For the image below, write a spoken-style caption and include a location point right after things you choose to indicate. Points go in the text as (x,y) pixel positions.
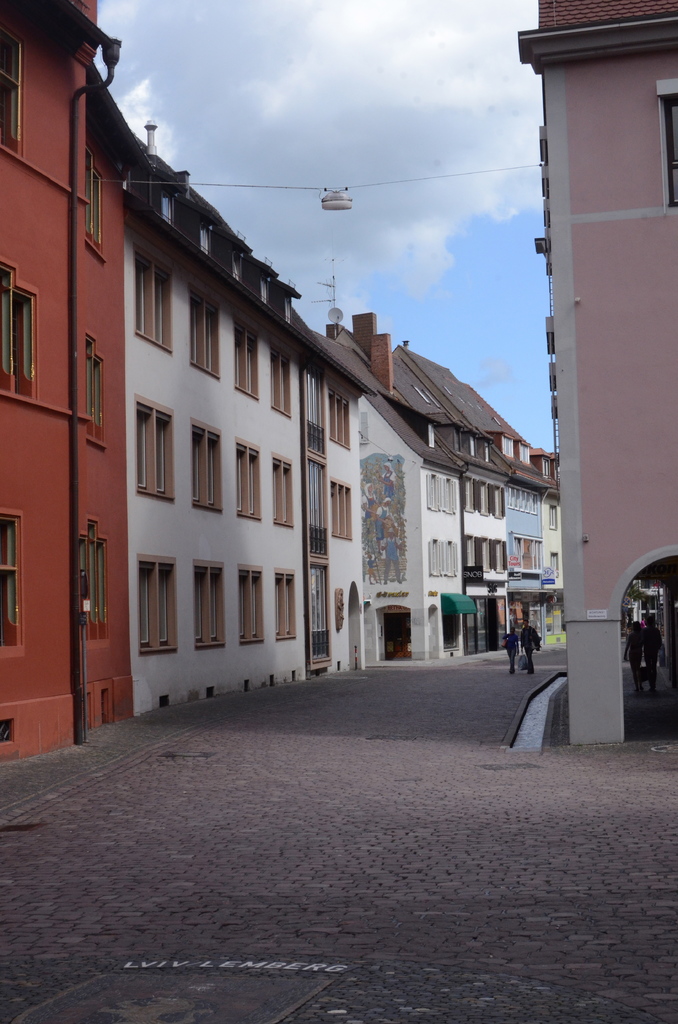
In this image we can see the road (496,774), people (648,633) walking here, wires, buildings (29,575) and the sky (472,175) with clouds (314,234) in the background (472,257).
